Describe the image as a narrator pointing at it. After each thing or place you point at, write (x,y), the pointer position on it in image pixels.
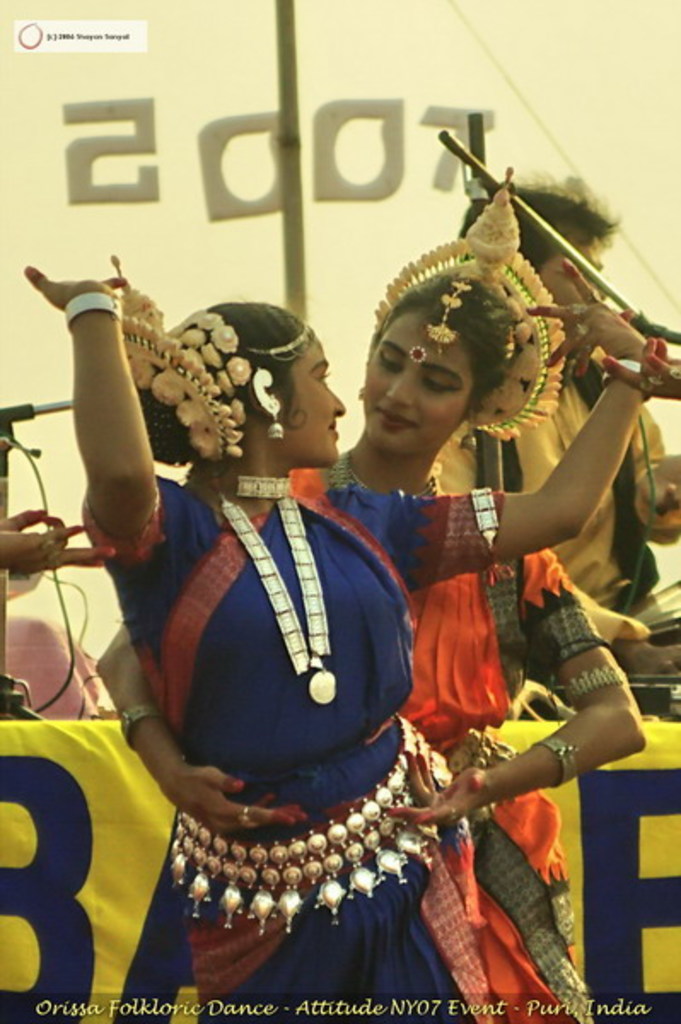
As we can see in the image there are three people (525,410). The two women (470,239) in the front (510,233) are dancing.
